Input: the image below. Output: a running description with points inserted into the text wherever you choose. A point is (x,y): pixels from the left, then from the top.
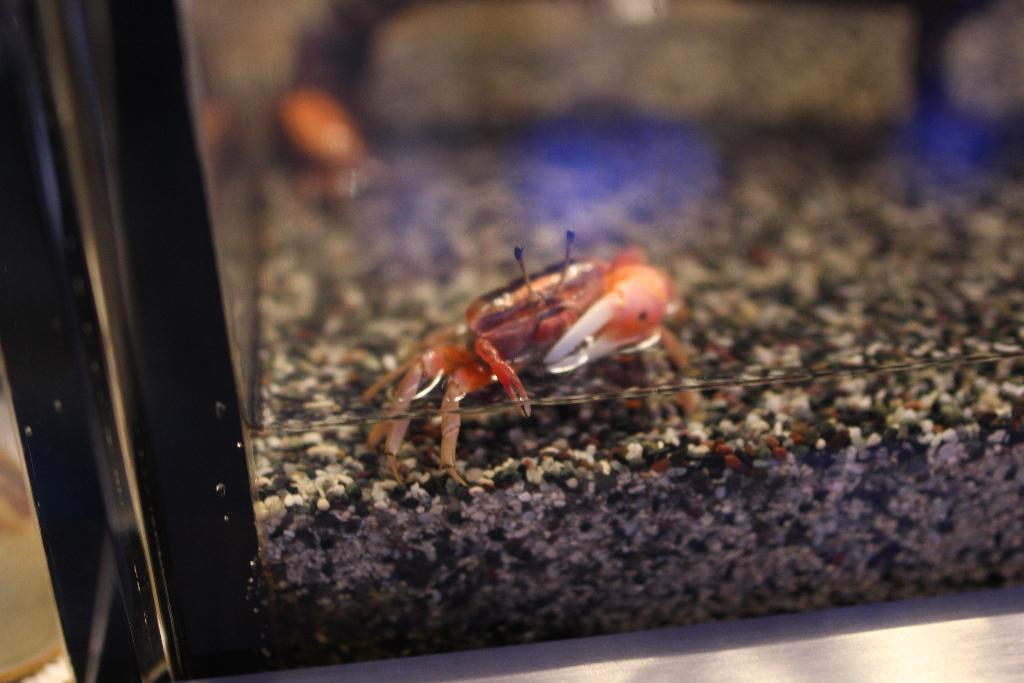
There is a crab (560,365) on the sand surface (698,362) which is covered with a glass (1021,496). And the background (1014,72) is blurred.
